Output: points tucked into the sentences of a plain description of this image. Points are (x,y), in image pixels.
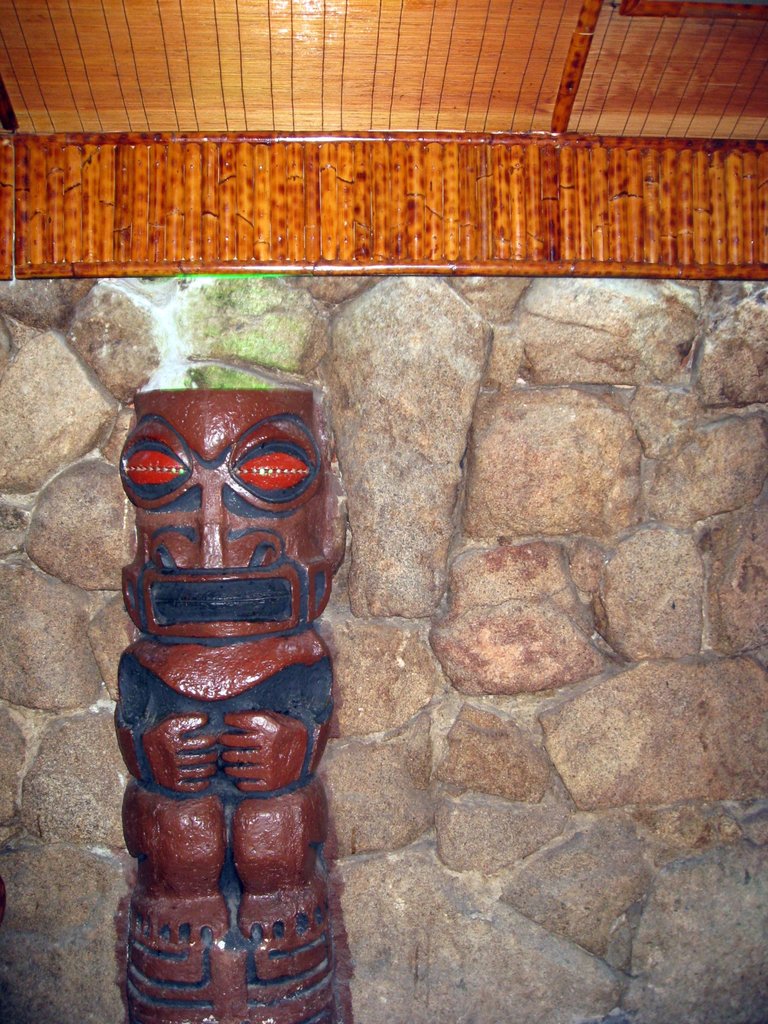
A stone sculpture (253,715) has a brown paint (225,558) on it. There are some stones (194,374) behind it. There is a wooden roof (407,129) above it.
